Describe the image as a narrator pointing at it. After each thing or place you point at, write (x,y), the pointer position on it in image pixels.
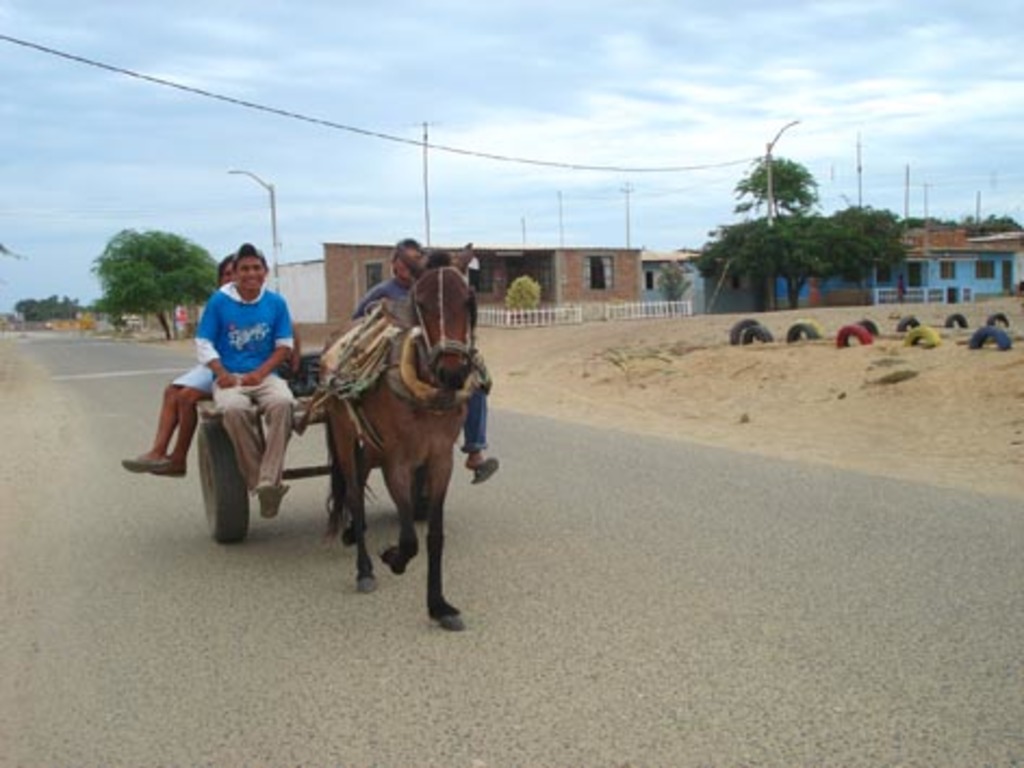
In the center of the image (421,403) we can see a horse cart (402,568) and there are people (182,445) sitting on the horse cart (311,359). In the background (215,283) there are buildings (934,283), trees (885,254), poles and wires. On the right (927,331) there are tires (937,336). In the background (563,137) there is sky (454,70).
